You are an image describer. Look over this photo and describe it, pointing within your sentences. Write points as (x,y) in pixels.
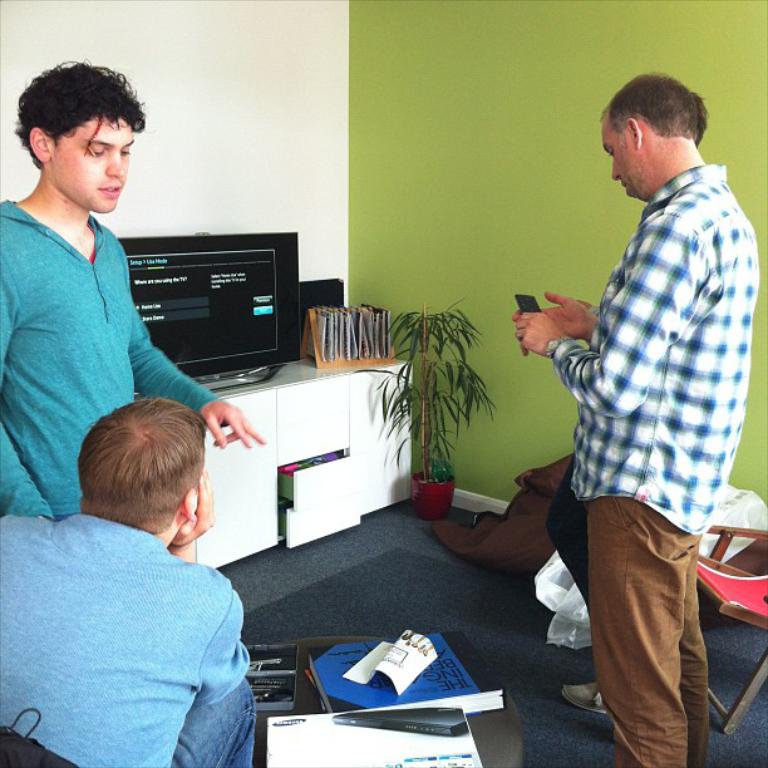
This picture is clicked inside the room (522,706). On the right (626,466) we can see a person (656,278) holding an object (536,310) and standing on the floor (763,726). On the left (77,306) we can see another person (82,233) standing on the floor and we can see a person (139,655) seems to be sitting and we can see the books (330,675) and some objects (458,734) are placed on the top of the table (502,734) and we can see a house plant (433,322) and some objects (549,576) are placed on the ground (404,546) and we can see a white color cabinet (316,450) on the top of which television (272,323) and some objects (311,350) are placed. In the background (312,72) we can see the wall (561,72) and some other objects (373,344).
